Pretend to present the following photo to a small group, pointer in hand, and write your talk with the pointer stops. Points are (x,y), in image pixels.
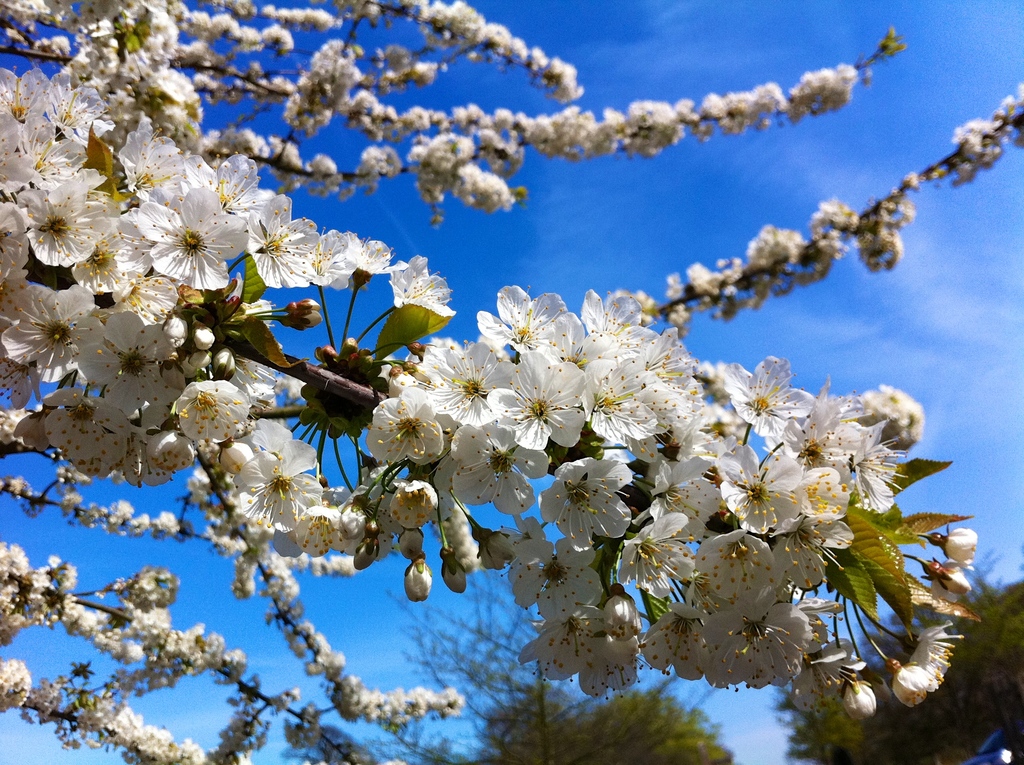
In this image we can see flowers (248,390) and buds (198,358) to the stems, trees (538,696) and sky (748,336) with clouds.
